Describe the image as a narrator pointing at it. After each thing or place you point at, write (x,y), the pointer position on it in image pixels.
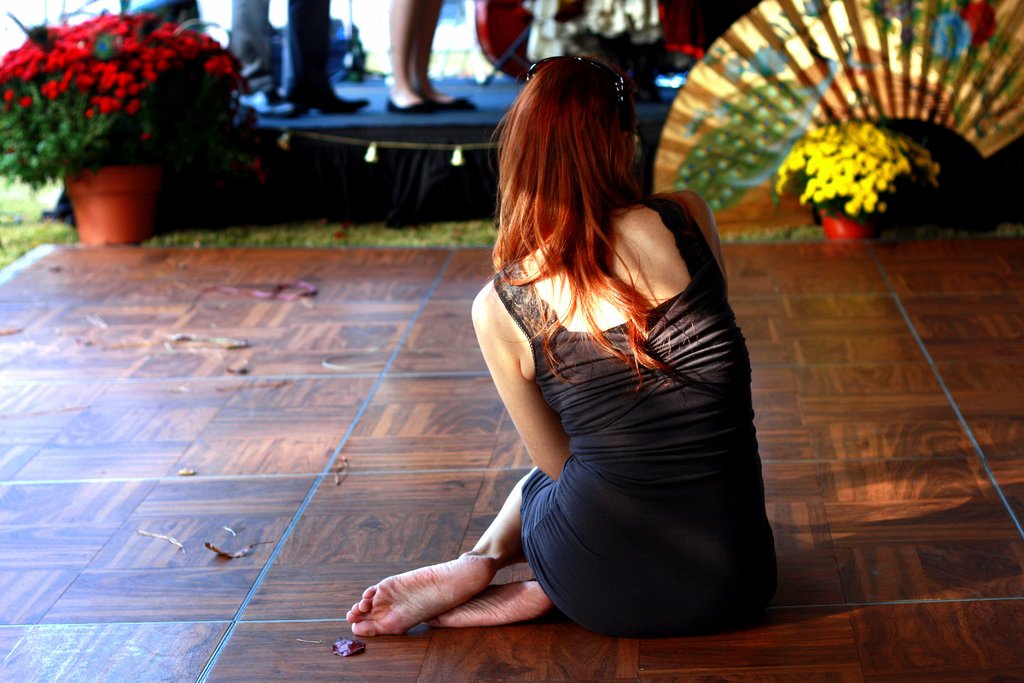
In this picture I can see there is a woman (657,413) wearing a black dress (664,434) and sitting on the floor (572,638) and there are plants (221,182) arranged in the flower pots (105,177) and there are few people (256,0) standing on the dais (359,170).
